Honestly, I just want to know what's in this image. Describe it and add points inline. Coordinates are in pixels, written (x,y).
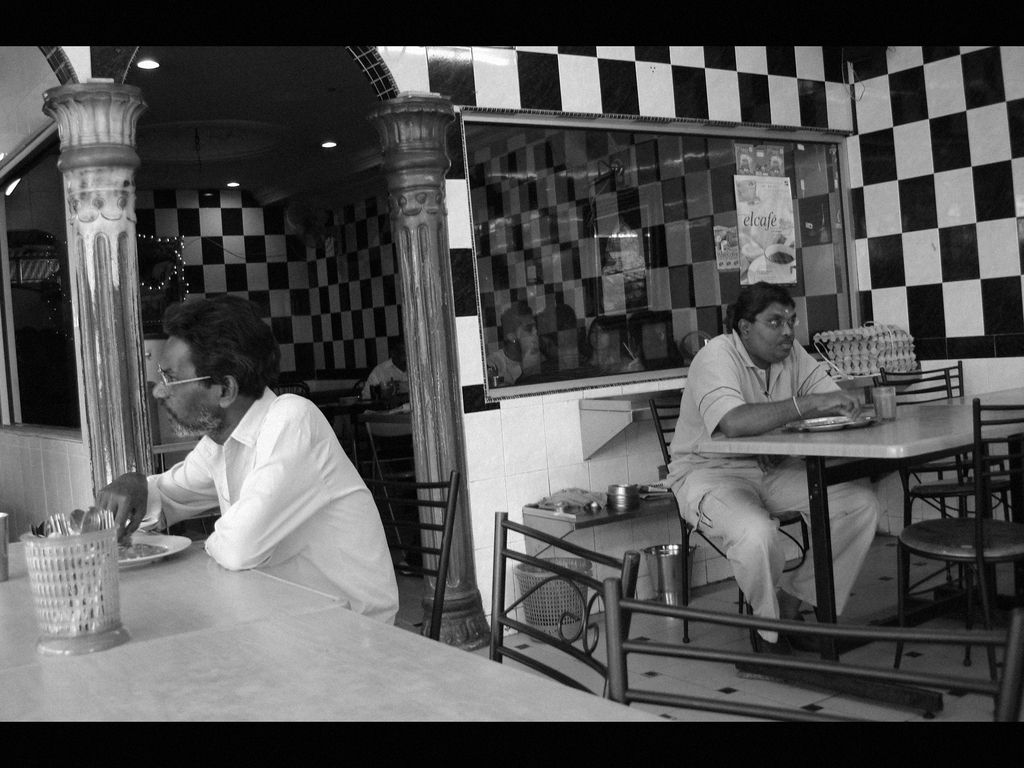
In this edited image, we can see some chairs (621,642) and tables (894,448). There are two persons (248,440) in the middle of the image (369,496), sitting in front of plates (176,545) and glasses (884,394). There is a spoon holder (48,613) in the bottom left of the image (95,633). There are pillars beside the window (573,201). There is an object (864,330) on the right side of the image (900,332). There is a bin (550,618) and bucket (666,557) at the bottom of the image (676,571). There are lights (11,188) in the top left of the image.
